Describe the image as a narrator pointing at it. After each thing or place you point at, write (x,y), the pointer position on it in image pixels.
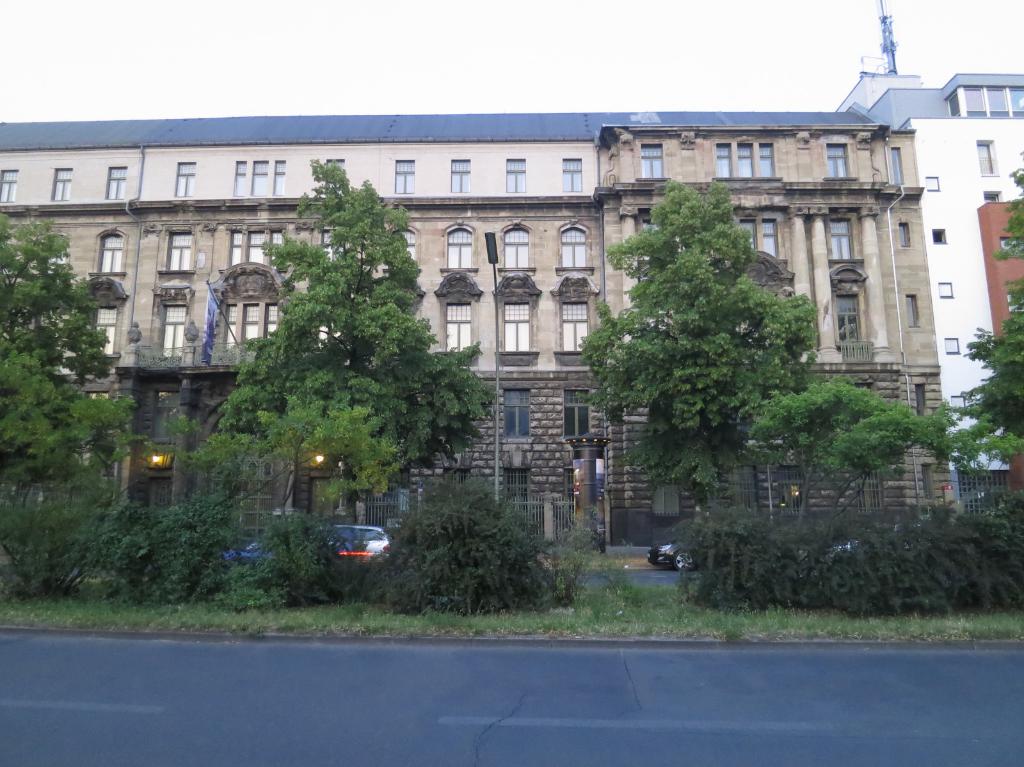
In this image we can see some plants (884,585), trees (296,416) and grass (899,615) on the ground (899,615) and there are some vehicles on the road (930,678). We can see a building (656,182) at the background (159,264) and there is a flag (207,317) and we can see a street light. At the top (109,41) we can see the sky (144,97).
